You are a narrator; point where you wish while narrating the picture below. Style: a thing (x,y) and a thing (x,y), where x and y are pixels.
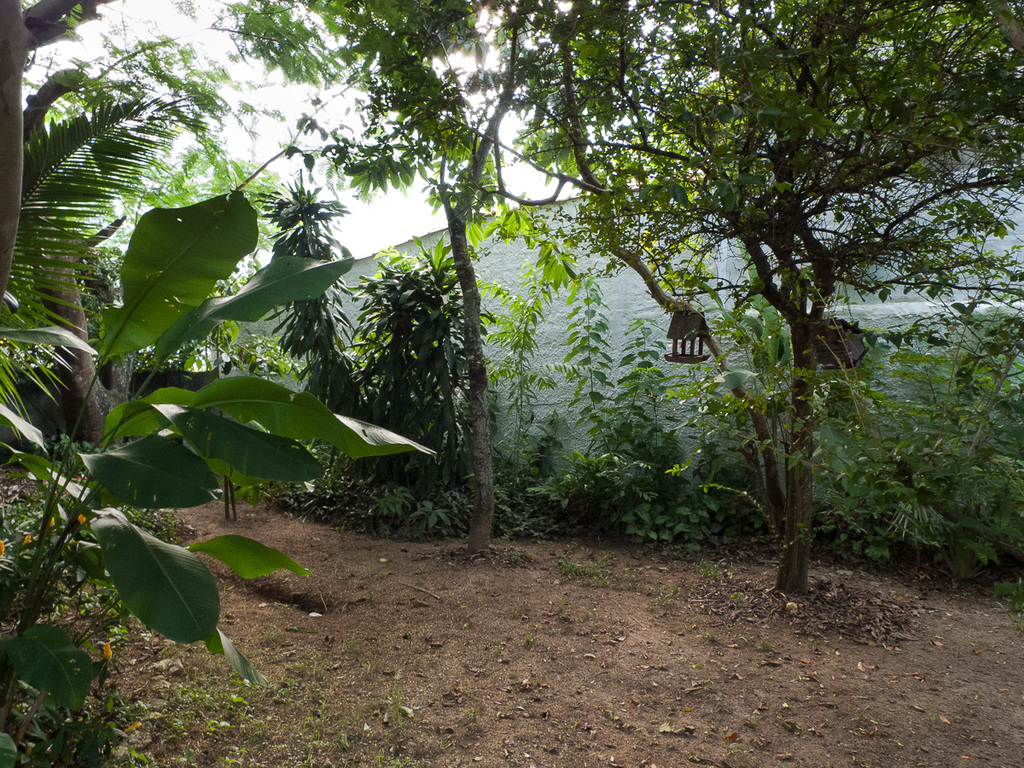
In this image we can see there are plants (91,646) with flowers (132,728), trees (622,46), ground (629,628), wall (622,335) and the sky (413,198).
